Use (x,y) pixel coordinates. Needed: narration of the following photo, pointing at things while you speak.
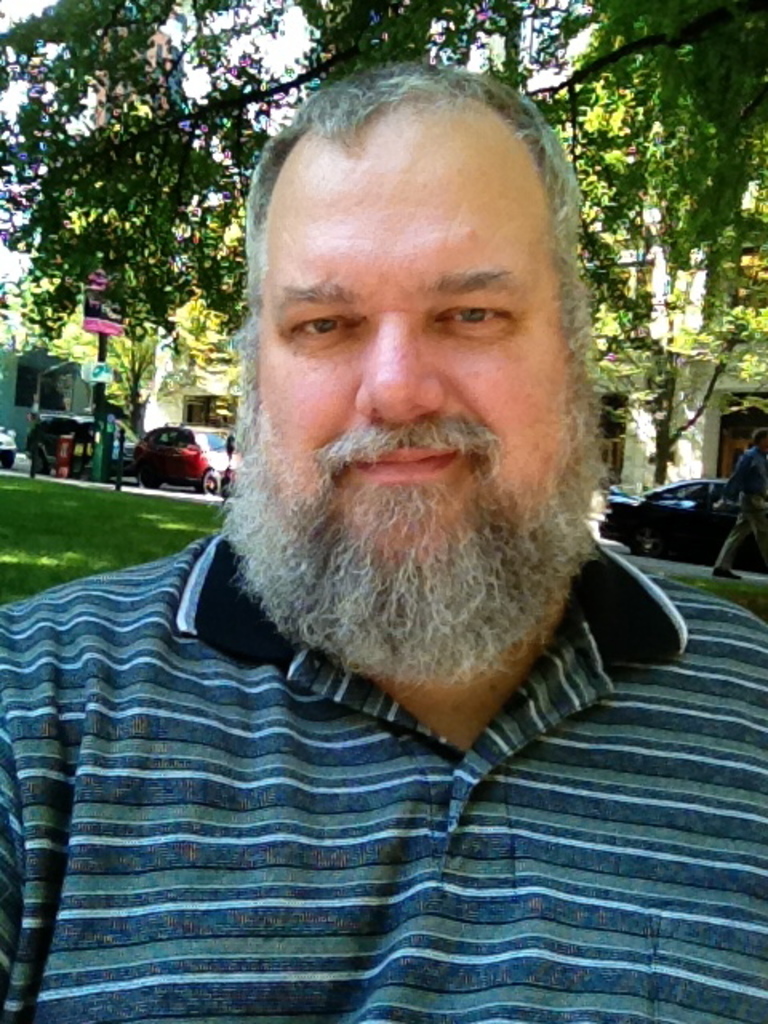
In this picture I can observe a man (331,406) in the middle of the picture (341,519). He is wearing T shirt (315,764). In the background (654,527) I can observe some cars (678,525) on the road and there are some trees (194,126).
